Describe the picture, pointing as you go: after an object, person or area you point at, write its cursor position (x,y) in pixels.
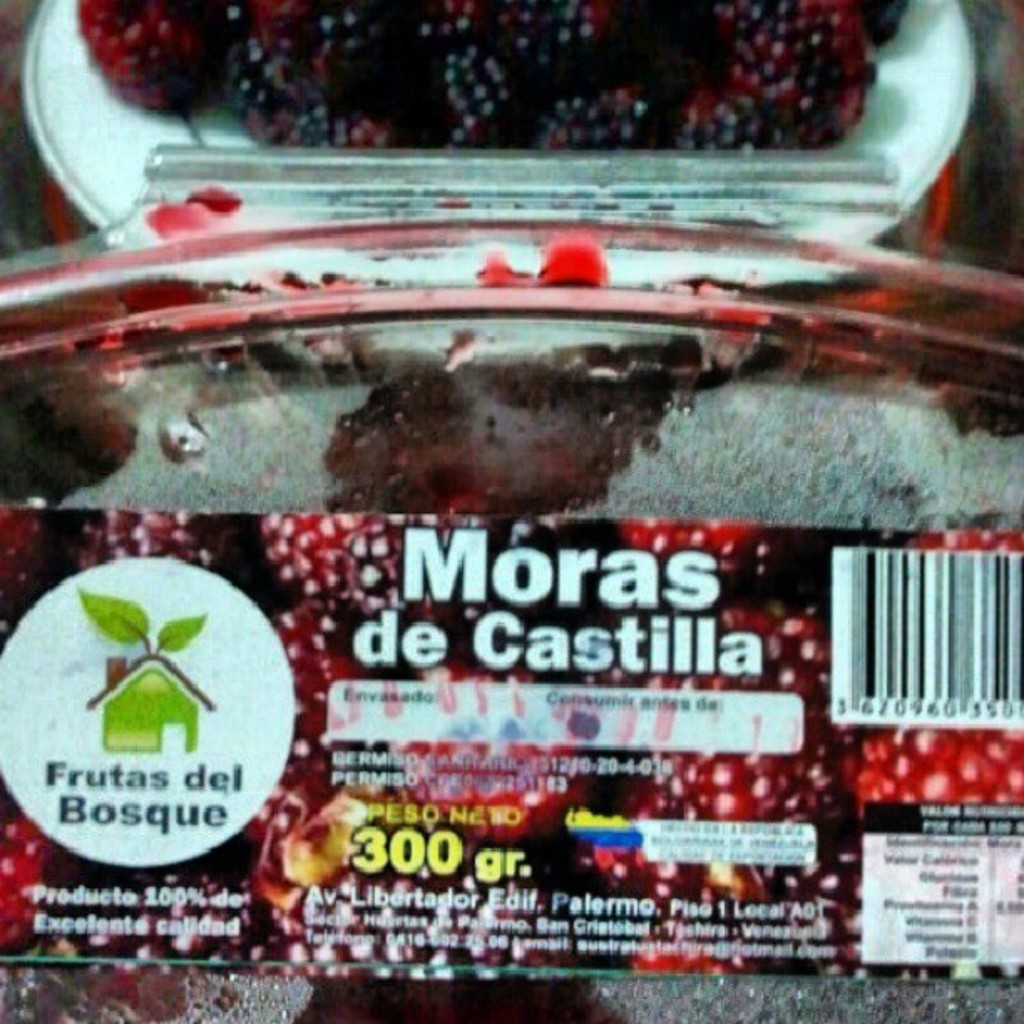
In this image we can see a box (432,699) with texts (405,780) written on it on a plate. At the top (251,69) we can see berries (491,140) in a plate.
